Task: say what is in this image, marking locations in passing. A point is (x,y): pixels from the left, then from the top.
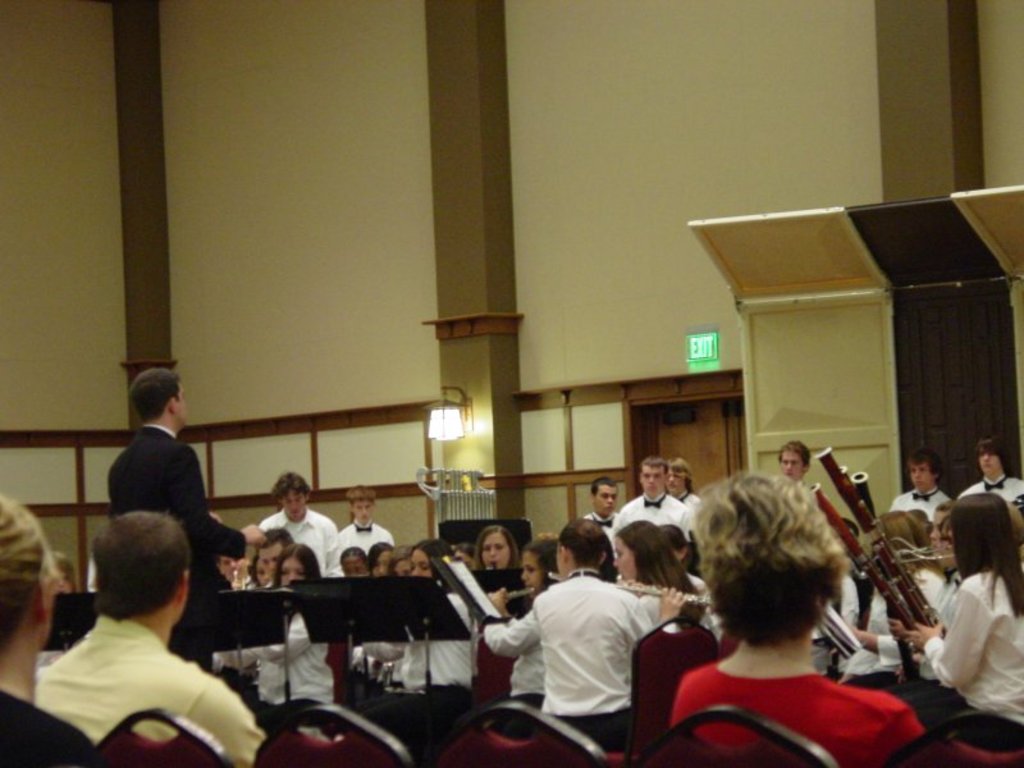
It looks like a music class, many people (444,546) were playing the instruments (456,514) and in between them a man (173,431) is standing and he is wearing a blazer (187,471). In the front (177,703) there are three people (84,645) sitting on the chairs (639,711) and watching them. On the left side (270,449) there is a lamp (445,420) attached to the pillar (460,397) in front of the wall (383,453).
